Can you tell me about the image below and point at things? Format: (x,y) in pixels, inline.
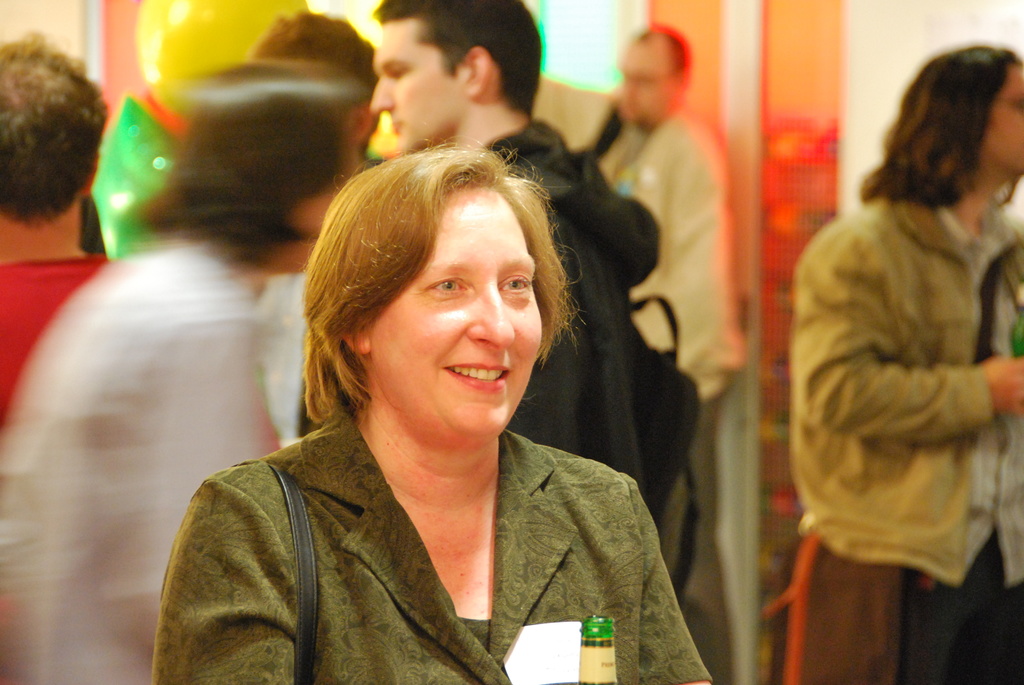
In this image there is a woman (336,262) in the center (431,283). She is wearing a green jacket (520,560) and holding a bag (309,663). In the background (393,102) there are group of people (478,81).
